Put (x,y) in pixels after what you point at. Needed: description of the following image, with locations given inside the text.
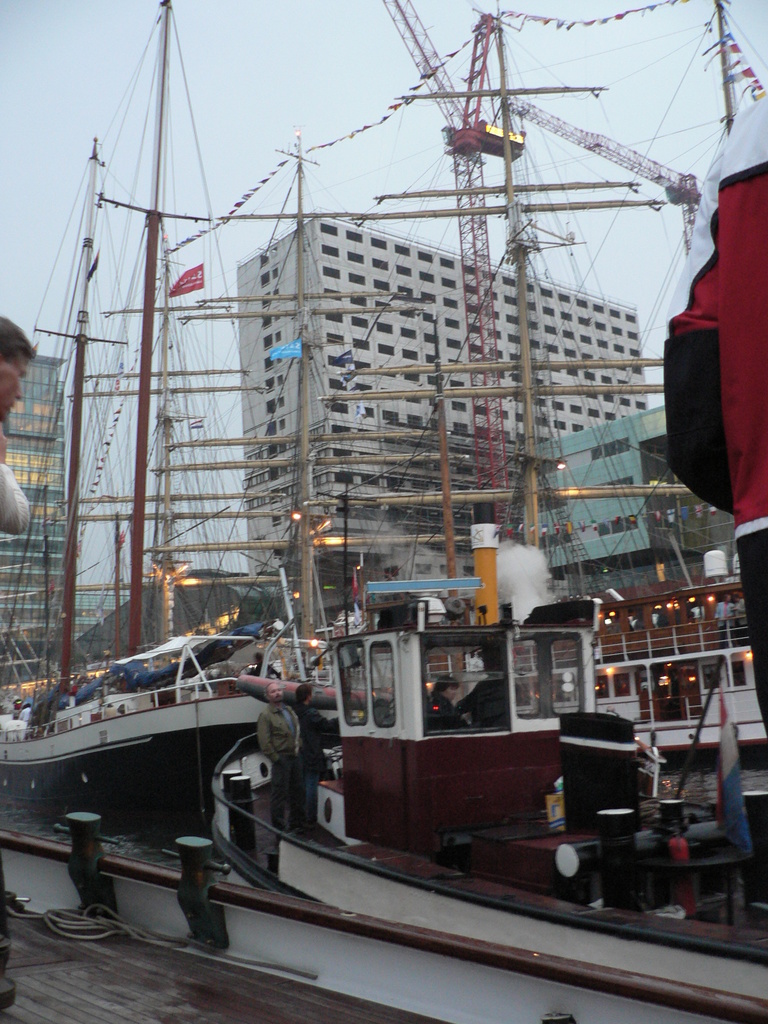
In the image we can see there are ships (371,656) standing in the water (750,777) and there is a person (288,791) standing in the ship (403,780). Behind there are buildings (352,344).
